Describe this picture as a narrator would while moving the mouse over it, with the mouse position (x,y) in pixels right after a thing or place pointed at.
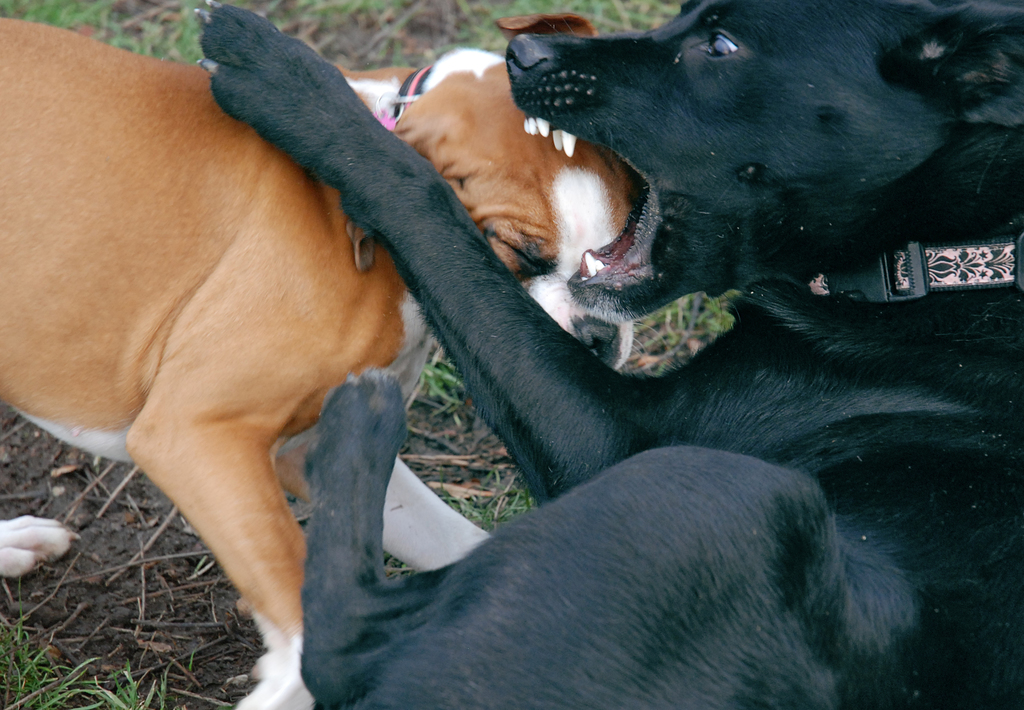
In this picture we can see two dogs (894,237). There are belts (1002,249) visible on these dogs (617,365). We can see some grass (33,685) and twigs (204,570) on the ground (74,595).
